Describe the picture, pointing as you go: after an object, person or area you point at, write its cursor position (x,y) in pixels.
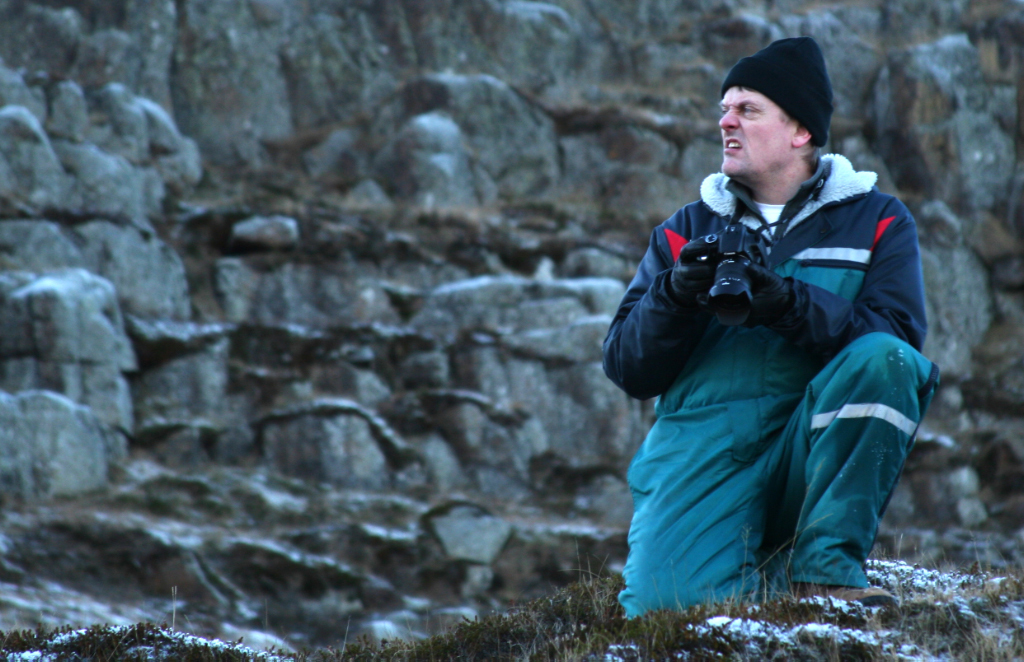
In this picture there is a man (778,110) who is wearing cap (805,99), jacket (851,258), trouser (829,447) and gloves (682,265). He is holding a camera (724,290). Beside him I can see some grass (787,604) and snow (834,599). In the back (368,206) I can see the stone mountain (365,254).
